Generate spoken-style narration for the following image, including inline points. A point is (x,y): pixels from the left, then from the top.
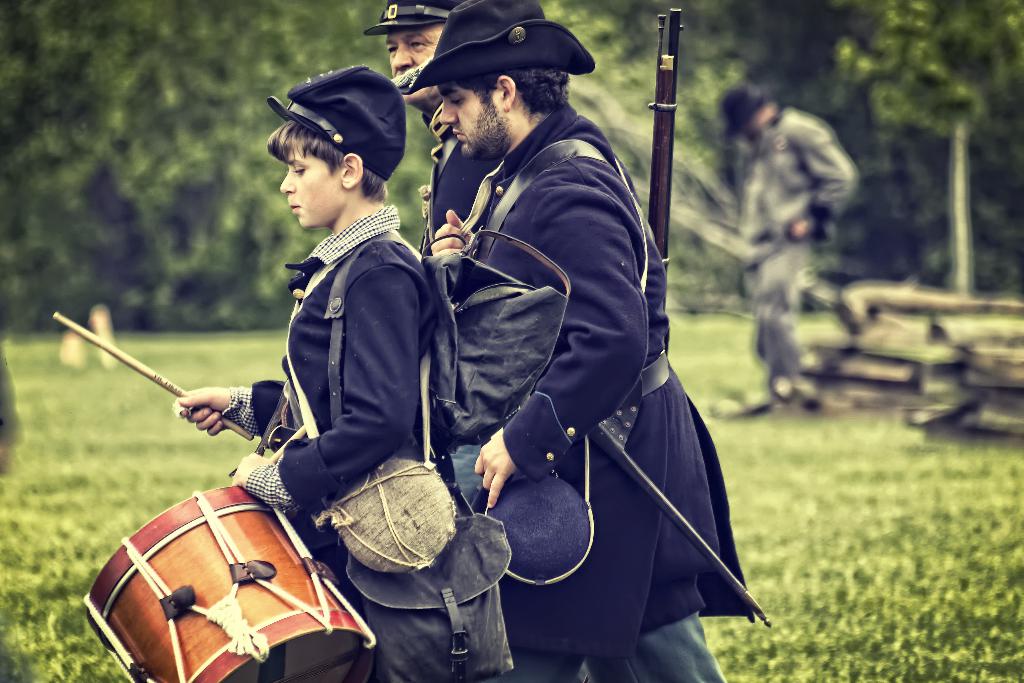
In this picture we can see two men (451,208) and one boy (304,355) holding a drumstick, caps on their heads (488,133) and in background (706,334) we can see trees (230,45) some person (770,225) standing, grass (878,604), wooden sticks (857,369).
